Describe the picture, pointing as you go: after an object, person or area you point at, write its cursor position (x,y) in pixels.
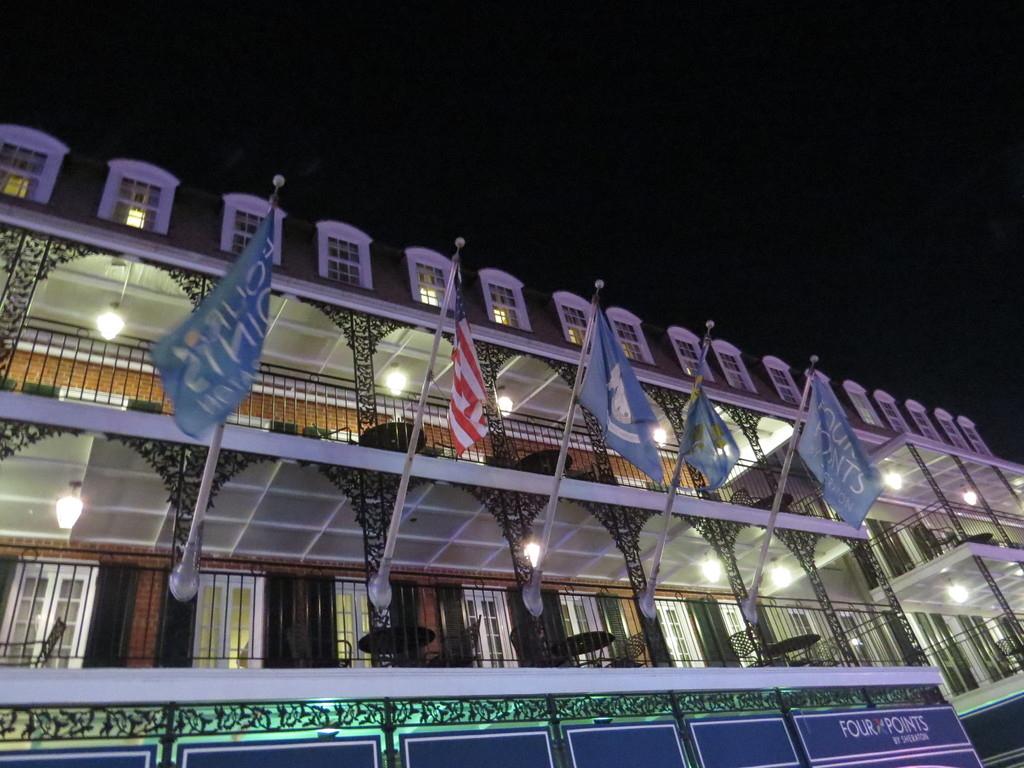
In this image there is a building (90,382) for that building (346,383) there are flags (842,476), in that building (265,507) there are tables (783,645), chairs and lights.
